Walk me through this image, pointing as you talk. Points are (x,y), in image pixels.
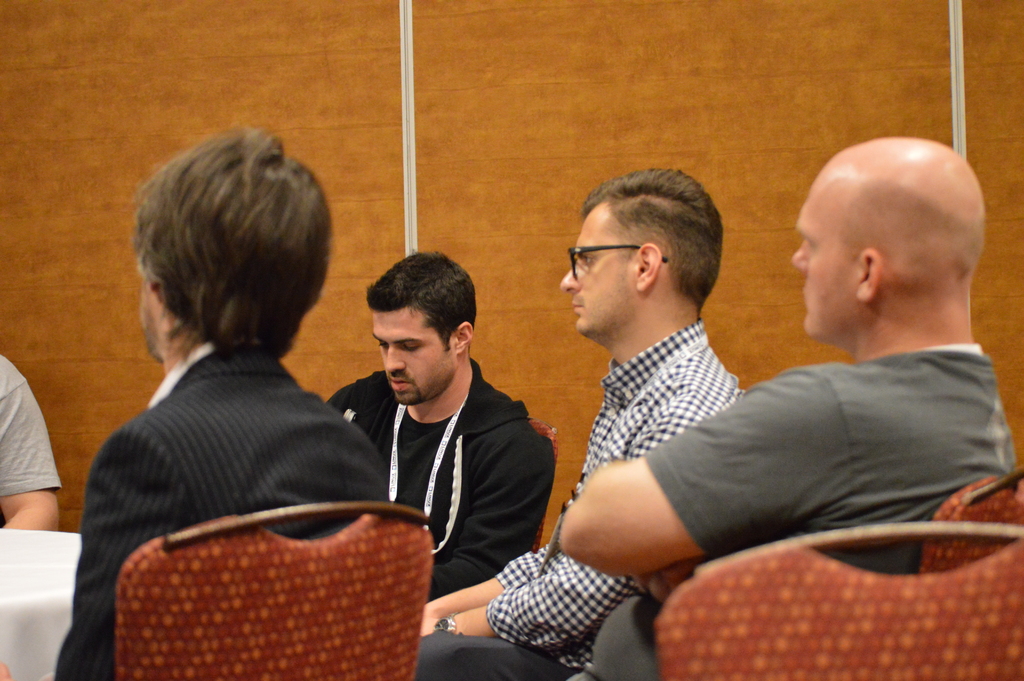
The picture consists of people (498,559), chairs (151,665) and a table (59,569). In the background (554,366) it is wall (591,53).
